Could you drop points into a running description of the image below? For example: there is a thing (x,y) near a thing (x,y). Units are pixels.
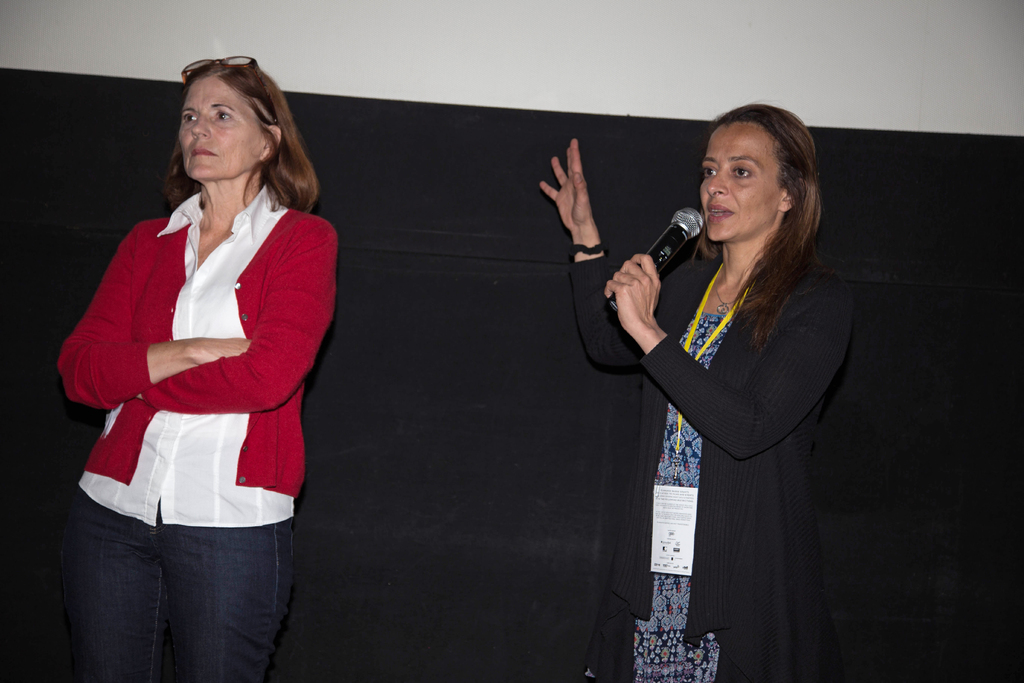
In this picture there are two women (640,468) standing. One of the woman (663,351) is holding a mic (656,257) and talking. In the background (516,448) there is a wall (401,346) of black color.
